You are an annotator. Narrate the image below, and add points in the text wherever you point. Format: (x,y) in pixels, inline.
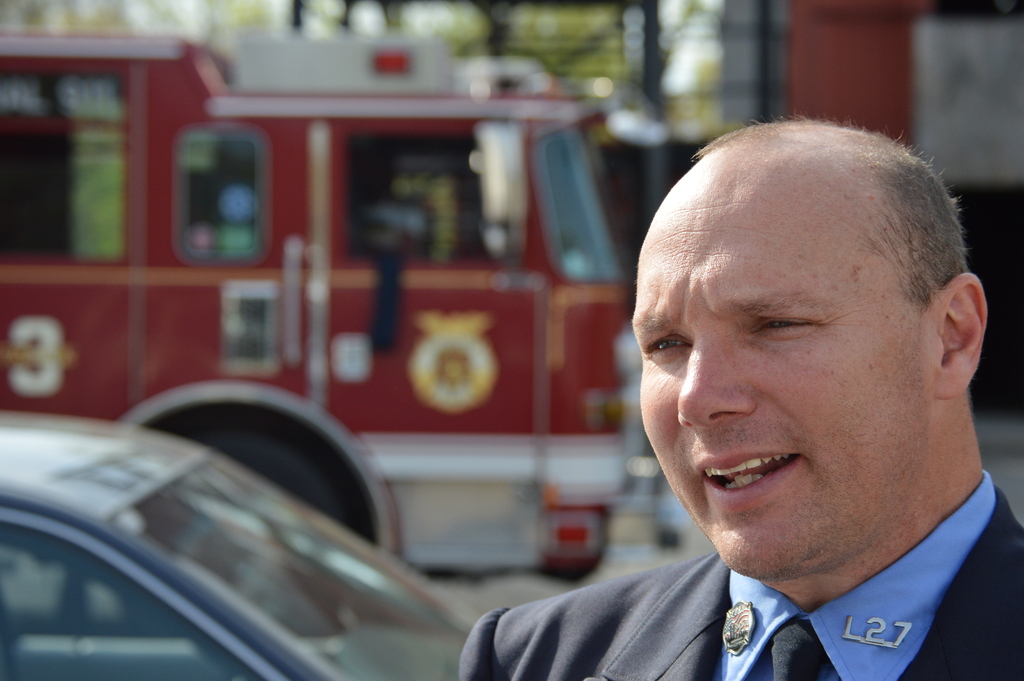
In this image we can see a person (697,334) standing wears a blue shirt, there are two vehicles (285,379) on the road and background (468,464) it is blurry.
